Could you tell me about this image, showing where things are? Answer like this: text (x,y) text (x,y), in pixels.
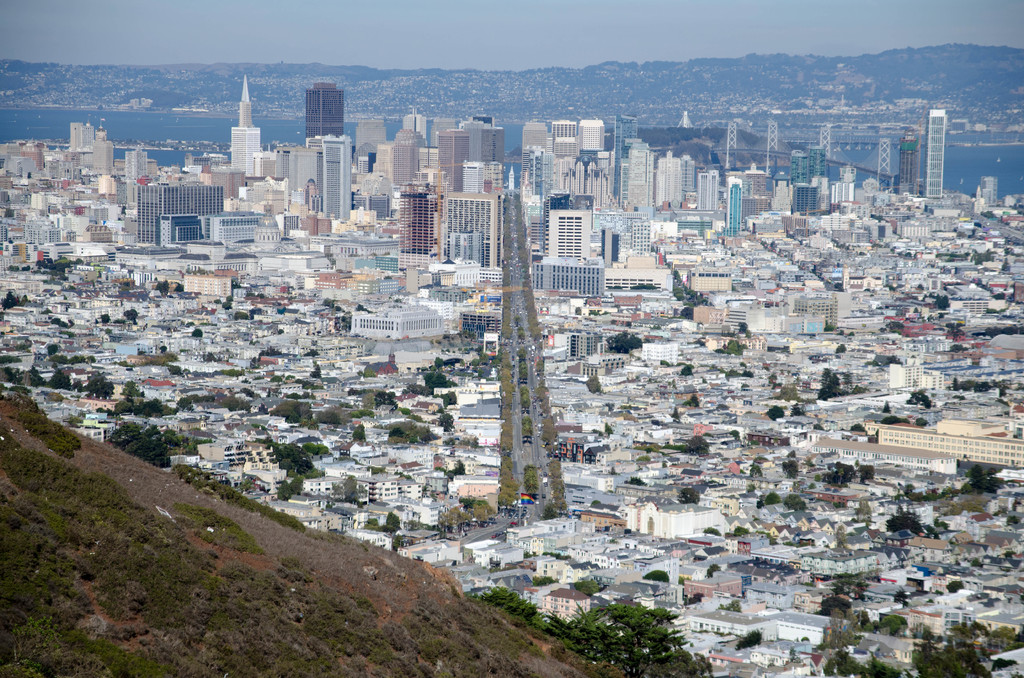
In the picture we can see a hill (248,647) with grass (134,561) and plants (182,594) from it we can see a Aerial view of city (509,511) with houses (486,477), buildings (471,241), trees (501,491), roads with vehicles (512,526) on it and in the background (601,128) we can see tower buildings (307,154), hills (559,99) and sky (556,51).
